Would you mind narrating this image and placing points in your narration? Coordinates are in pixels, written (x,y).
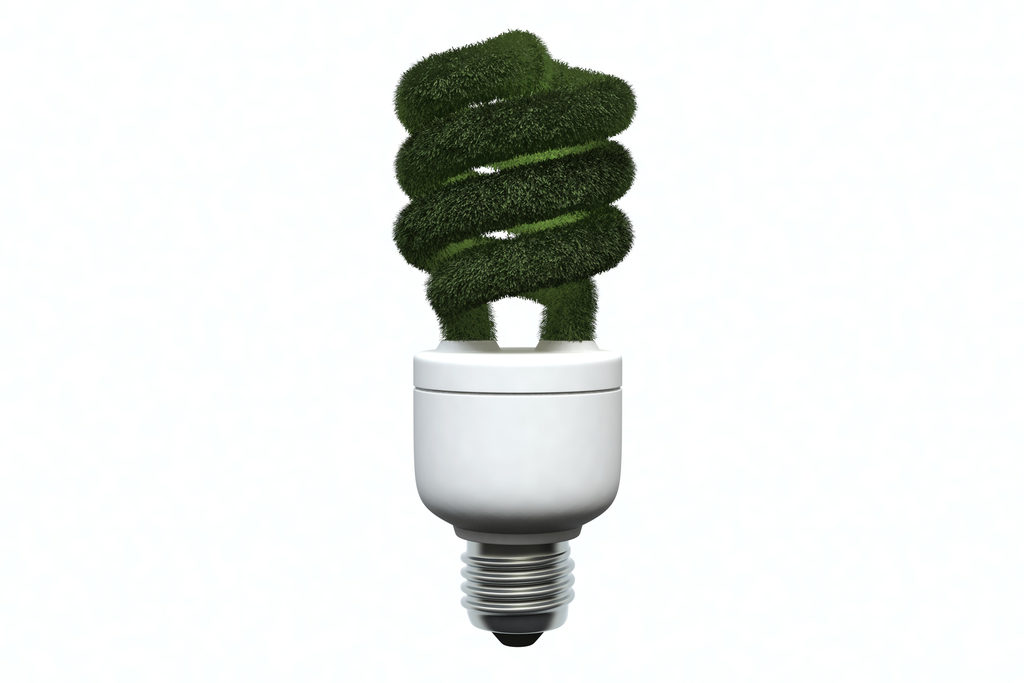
In this picture we can see a light bulb (455,115) with a green color spiral (557,176).
